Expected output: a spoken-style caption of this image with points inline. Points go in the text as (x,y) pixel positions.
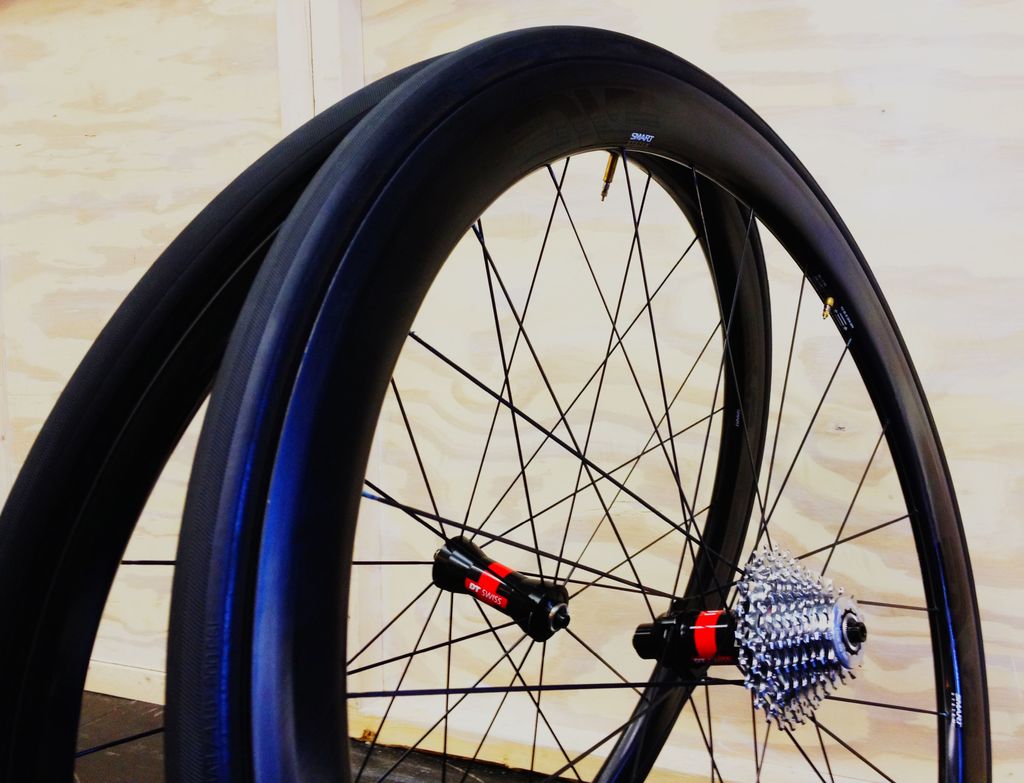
In the picture I can see two wheels (557,560) on the floor (445,777). In the background (271,103) I can see a wooden wall (193,200).
